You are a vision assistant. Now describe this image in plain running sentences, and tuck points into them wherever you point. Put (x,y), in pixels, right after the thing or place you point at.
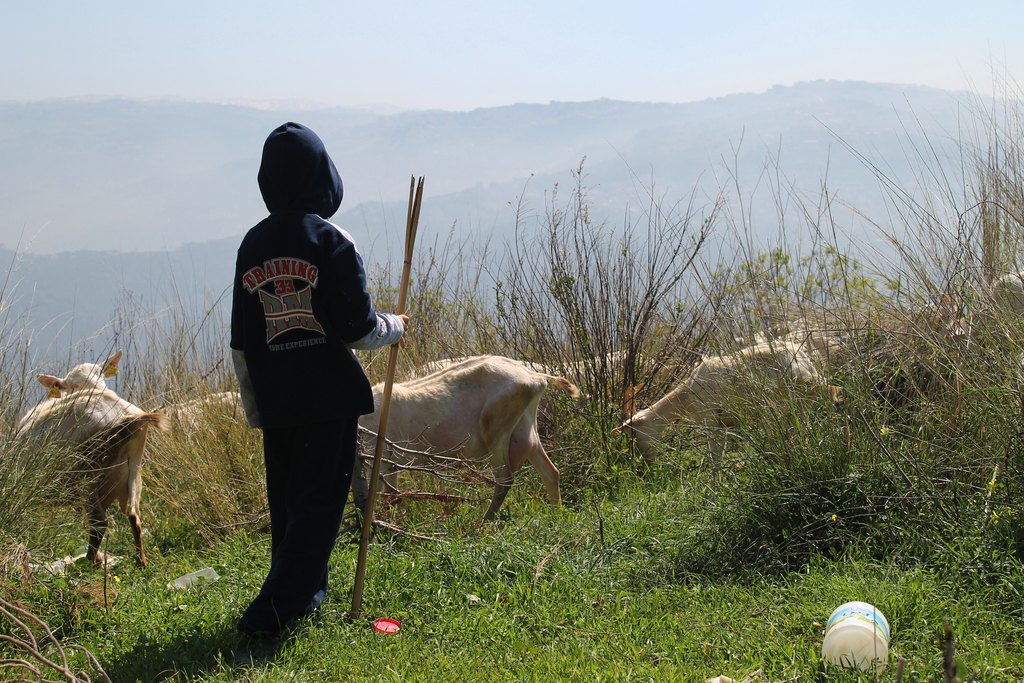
This image is taken outdoors with grass (635,615) on it and there are a few plants (368,355) on the ground (147,519). At the top of the image (358,91) there is the sky (421,38) with clouds (672,33). In the middle of the image (343,390) a man (317,529) is standing and he is holding a stick (408,258) in his hand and there are a few goats (475,402) grazing grass (198,653) on the ground (243,445).
